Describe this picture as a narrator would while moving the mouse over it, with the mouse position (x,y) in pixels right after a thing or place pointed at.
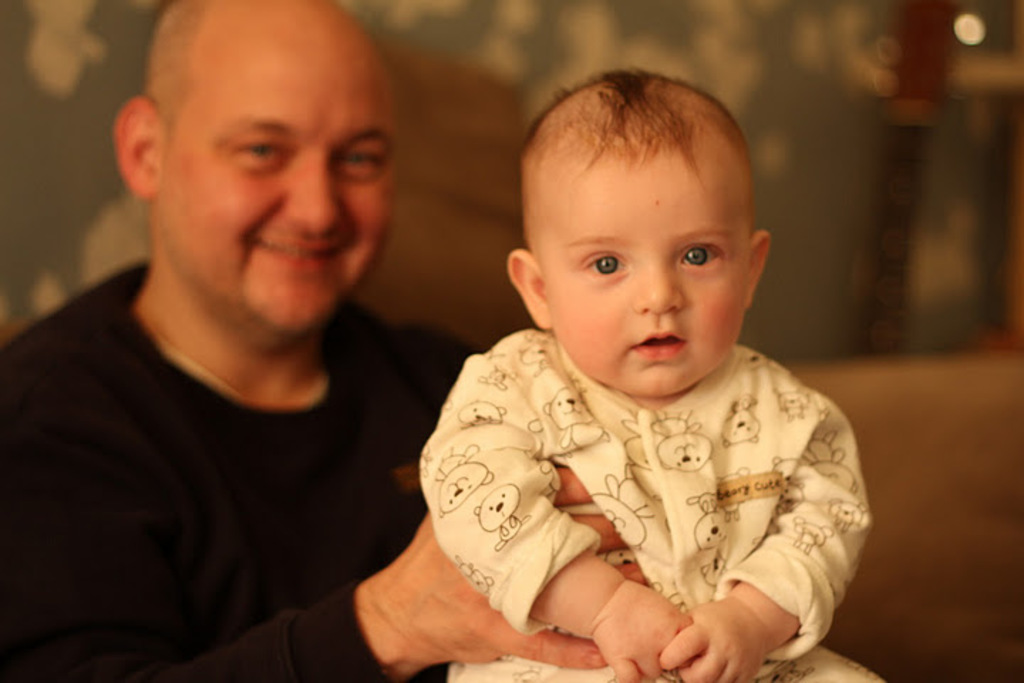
In this picture we can see a small baby (543,499) in the front (735,382) and looking to the camera. Behind there is a man (234,492) wearing a black t-shirt (254,507) and holding the baby (509,517), smiling and giving a pose to the camera. Behind there is a blur background (888,241).
